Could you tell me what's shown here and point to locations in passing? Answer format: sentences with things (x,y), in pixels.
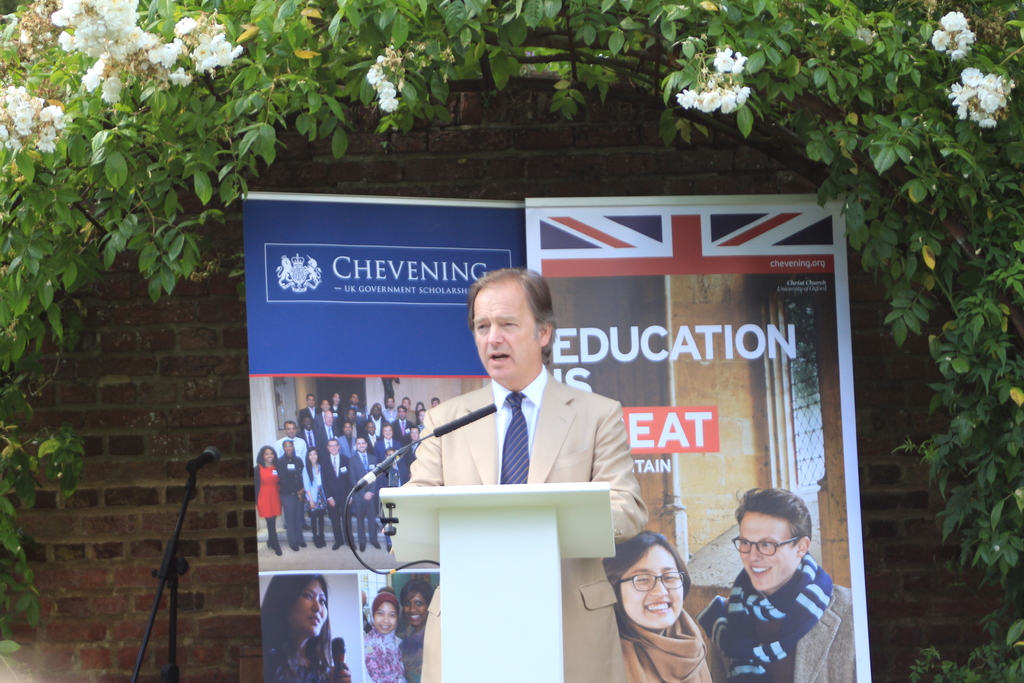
In this image in the middle (529,447), there is a man (544,456), he wears a suit (553,443), shirt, tie (518,436), in front of him there is a podium (516,591) and mic (453,427). In the background (519,240) there are posters (383,281), trees (384,119), flowers (110,29), wall (189,372), mic (178,525).
